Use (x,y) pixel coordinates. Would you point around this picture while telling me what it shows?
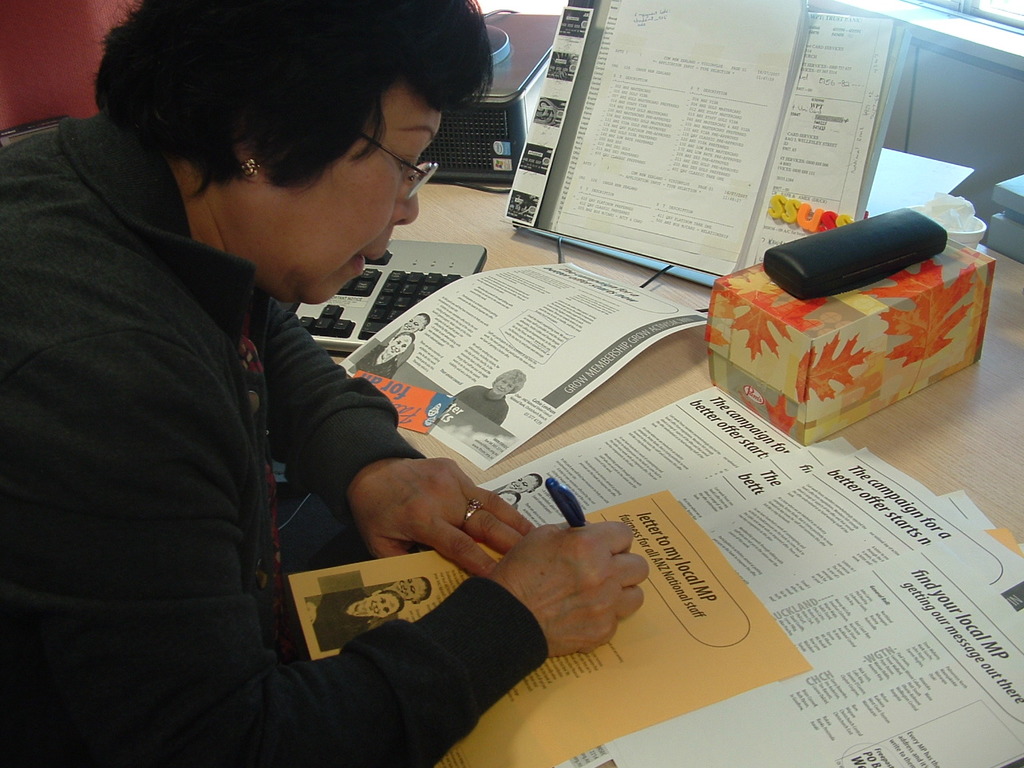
In this image we can see a woman (189,303). In front of the women (228,743), we can see a table (947,432). On the table (1001,455), we can see papers (675,149), box (821,320), keyboard (481,267) and so many objects (503,68). It seems like a window (997,1) in the right top of the image (984,11).
